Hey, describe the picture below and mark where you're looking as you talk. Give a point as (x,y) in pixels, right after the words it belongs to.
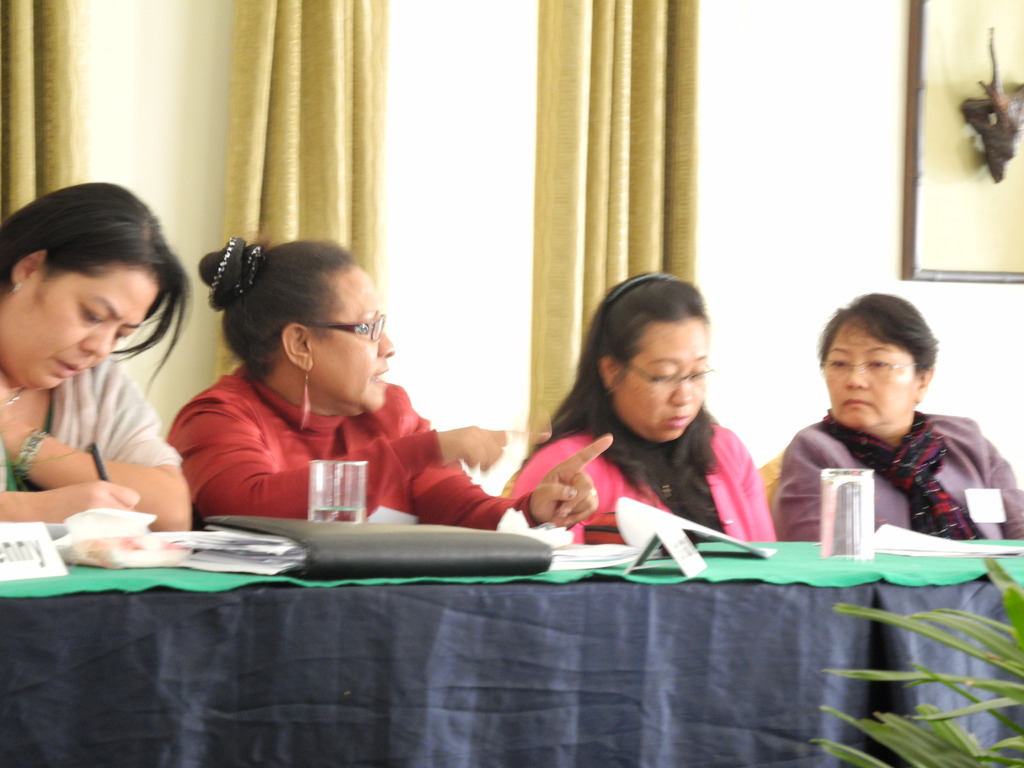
In this picture there are group of people (990,447) those who are sitting on the chairs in the center of the image (632,373) and there is a table (1014,569) in front of them, on which there are papers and glasses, there are curtains (672,122) in the background area of the image (16,140).
